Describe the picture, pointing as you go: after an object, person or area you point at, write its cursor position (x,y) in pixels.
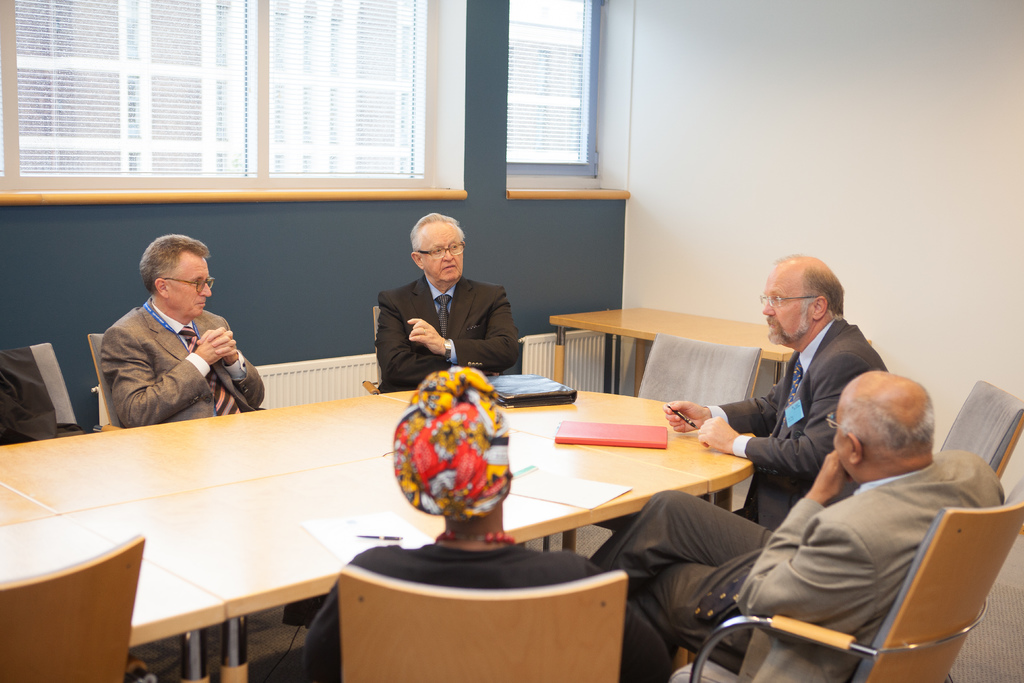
In the image there are few people (497,467) sitting on the chairs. In front of them there is a table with files (504,378) and papers (568,490). Behind them there is a table (615,334). In the background (235,221) there is a wall (484,69) with windows (230,71) and curtains (226,86).
